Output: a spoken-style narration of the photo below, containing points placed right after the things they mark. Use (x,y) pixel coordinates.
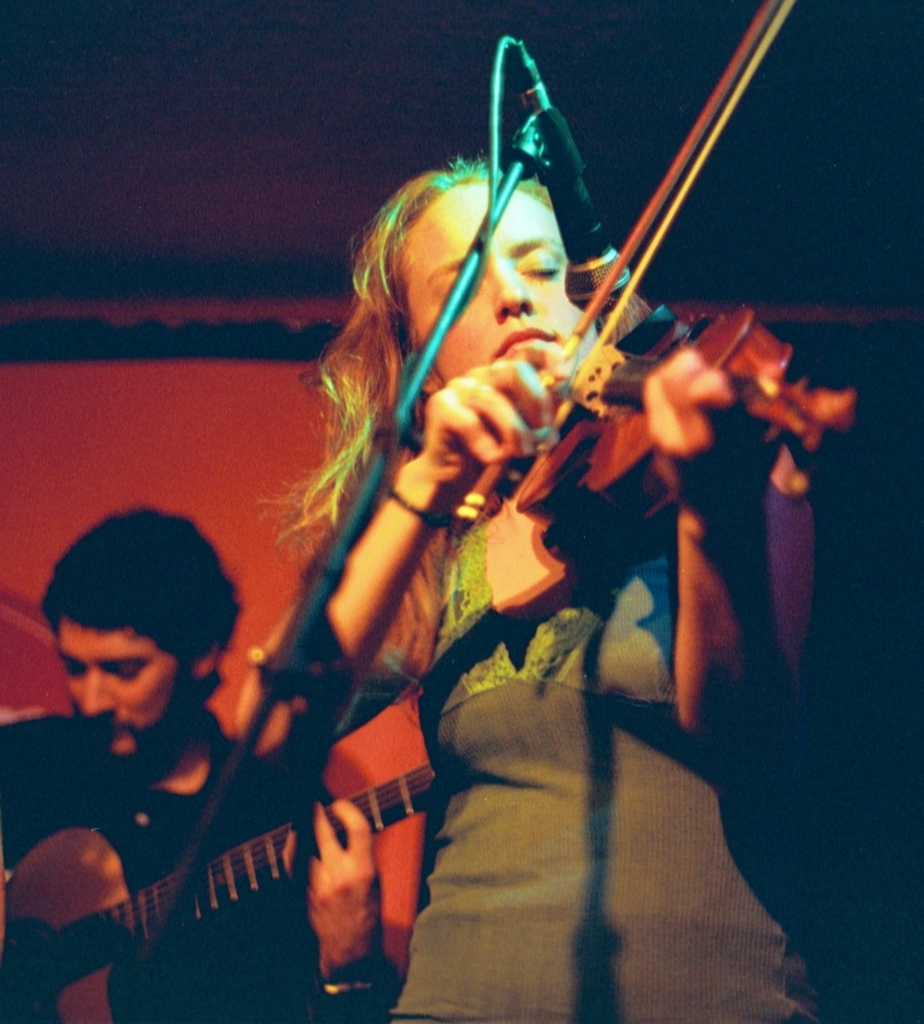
In the center (563,604) we can see one woman (543,583) she is playing violin (634,414) and in front of her there is a microphone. And on the left bottom corner (171,773) we can see the man (130,821) he is also playing guitar (111,878).
